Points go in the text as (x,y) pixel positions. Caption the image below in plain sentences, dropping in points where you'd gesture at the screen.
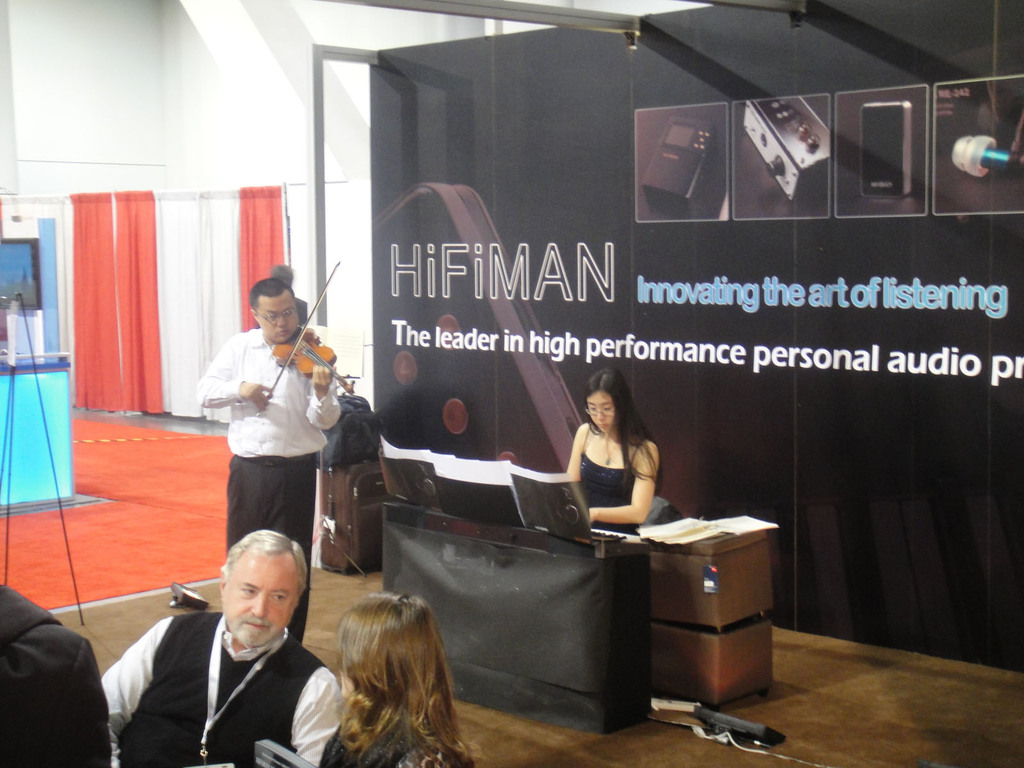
In this picture there is a man (276,393) standing and playing a violin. There are two people (275,672) sitting in the chairs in front of him. In the background (627,477) there is a woman (601,437) sitting in front of a table (422,514). There are some papers (700,533) on it and a poster (647,290) behind her. We can observe some curtains (183,232) in the left side of the image (84,102) and a wall (98,104) here.
